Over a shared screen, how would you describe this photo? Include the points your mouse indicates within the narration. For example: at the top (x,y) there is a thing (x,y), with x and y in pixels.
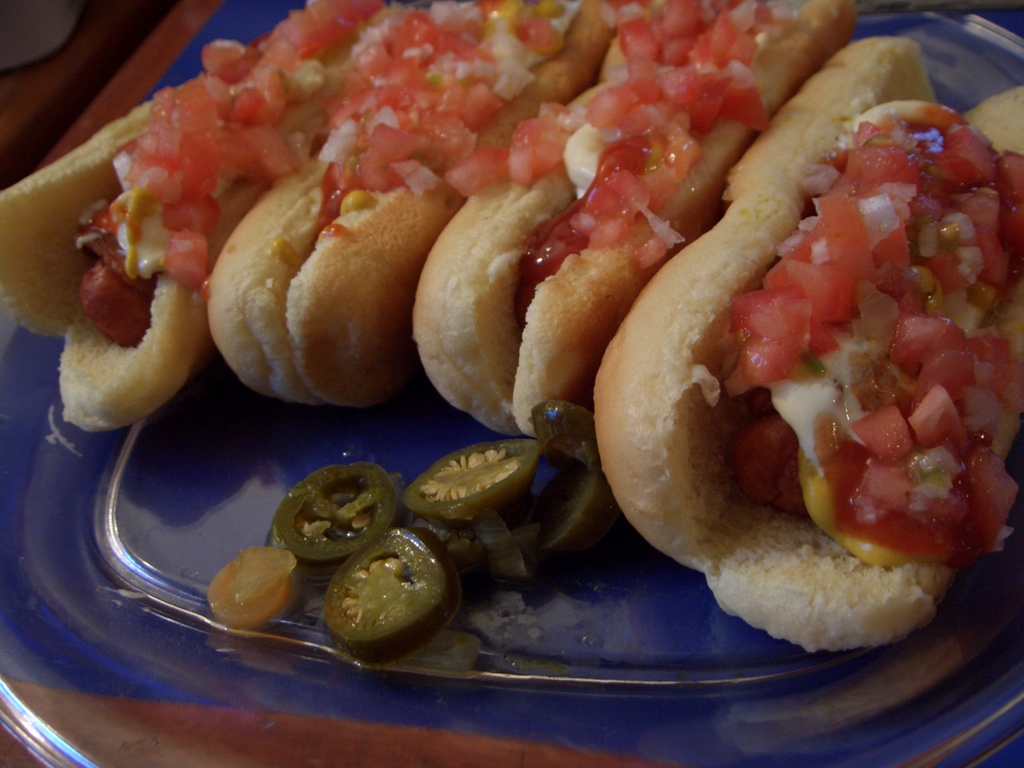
In this image there is a table (131,28), on that table (149,60) there is a plate (100,672), in that plate (1020,601) there is food item (426,294).
